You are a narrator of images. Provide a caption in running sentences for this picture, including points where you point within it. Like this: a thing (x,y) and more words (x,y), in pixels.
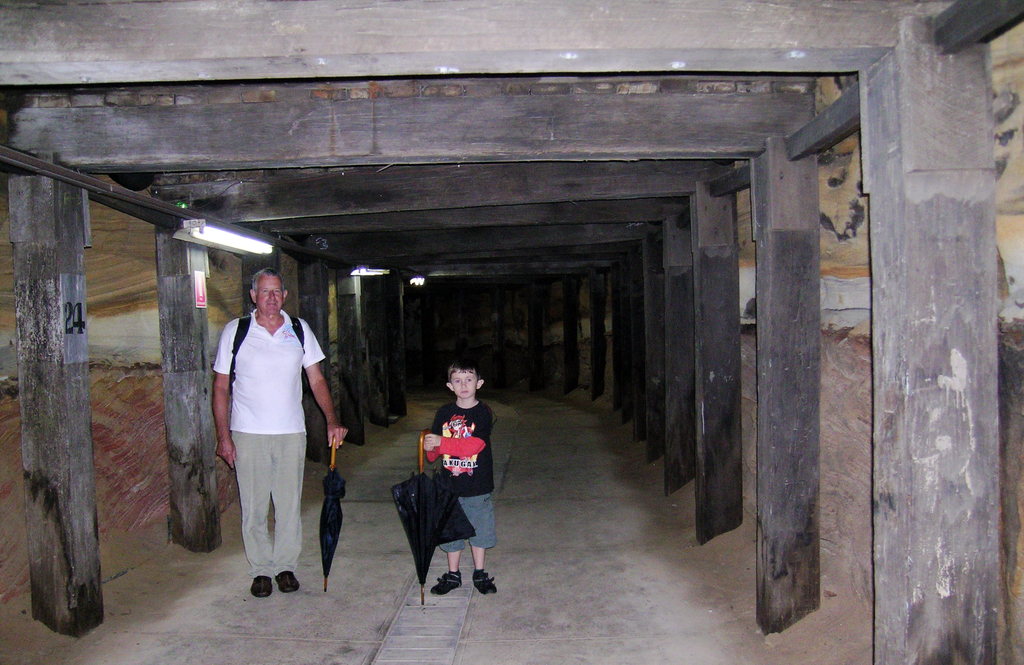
this picture shows a tunnel (41,275), in it a old man (222,457) standing and holding a umbrella (335,528) in his hand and a backpack (299,321), on his back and a other person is a small boy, holding a umbrella (424,546) in his hand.
